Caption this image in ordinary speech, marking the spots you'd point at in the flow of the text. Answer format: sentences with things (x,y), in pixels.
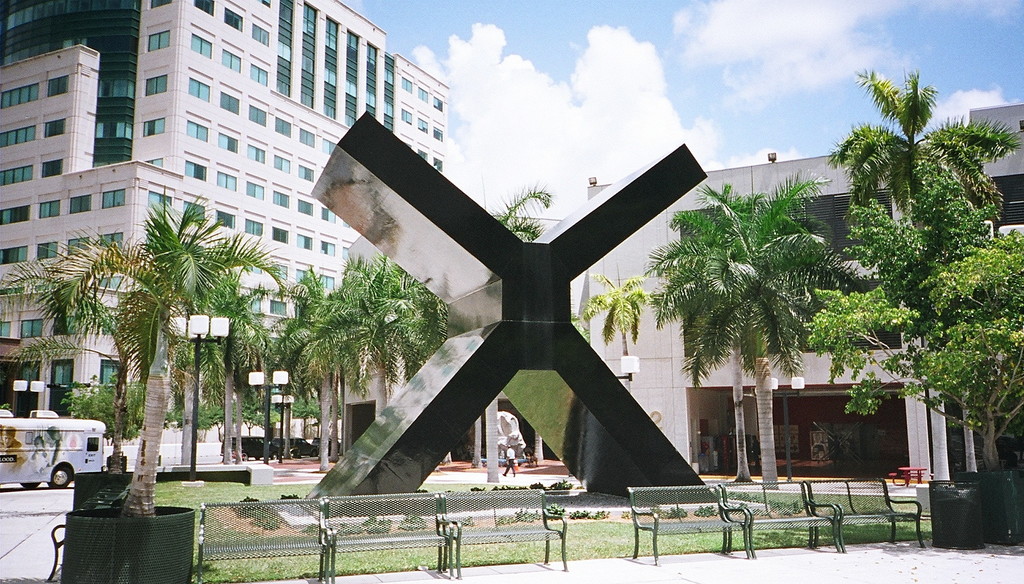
In this image we can see benches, something (481,354) which is in the shape of x and in the background of the image (15,373) there are some persons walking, there are some vehicles (44,431) parked and we can see some buildings (28,253), cloudy sky (560,79).
